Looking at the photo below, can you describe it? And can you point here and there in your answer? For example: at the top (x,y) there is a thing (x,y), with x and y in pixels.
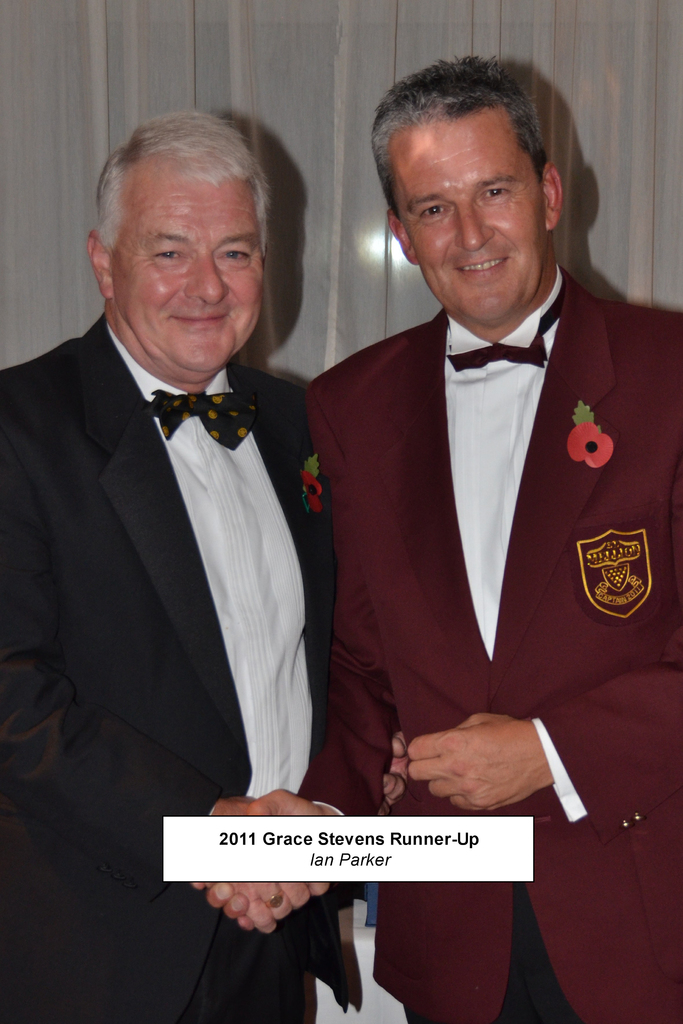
In this image there are two men (298,495) in the middle (298,495) who are shaking their hands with each other. In the background (302,119) there is a curtain (157,30). At the bottom (367,854) there is some script (340,878).
